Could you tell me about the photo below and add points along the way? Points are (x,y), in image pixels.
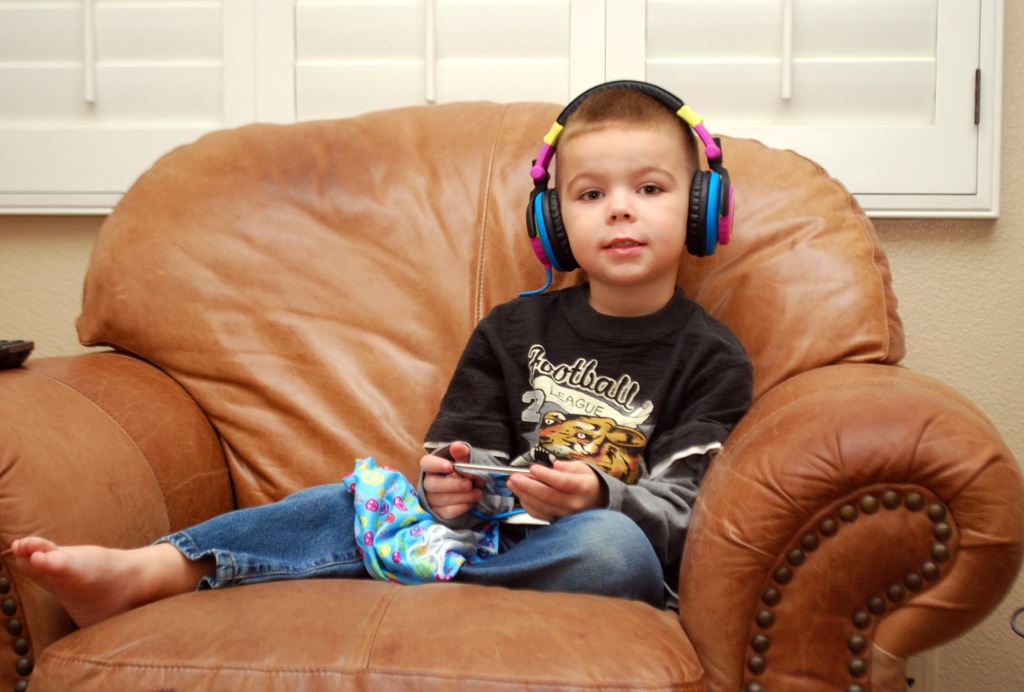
In this image, we can see a boy (612,479) wearing headphones (695,219) and holding an object (496,477). He is sitting on a chair (48,602). In the background (993,341), we can see wall (1006,304) and window blinds (452,81). On the left side of the image (5,346), we can see black color object (15,354) hand rest (81,412) of a chair (38,366).
